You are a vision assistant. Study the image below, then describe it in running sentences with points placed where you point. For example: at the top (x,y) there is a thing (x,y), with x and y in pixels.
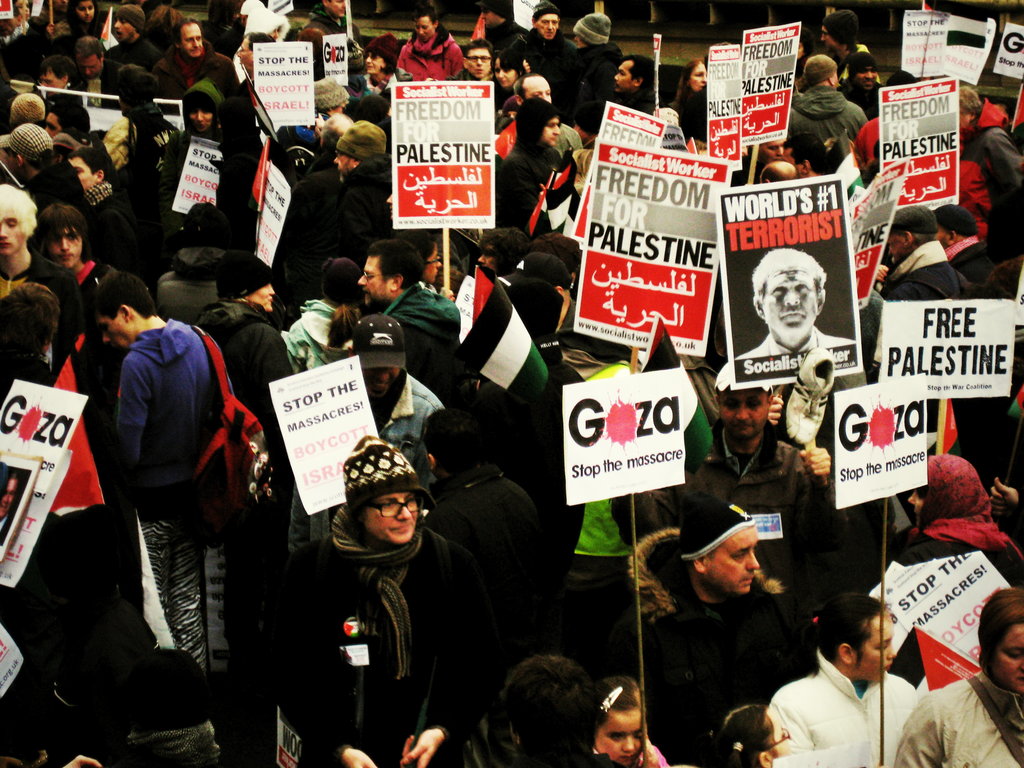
In this image there are a group of people (719,480) who are standing and some of them are holding some placards (343,439), and on the placards (345,411) there is some text (589,419) written and some of them are holding some flags (508,305).
